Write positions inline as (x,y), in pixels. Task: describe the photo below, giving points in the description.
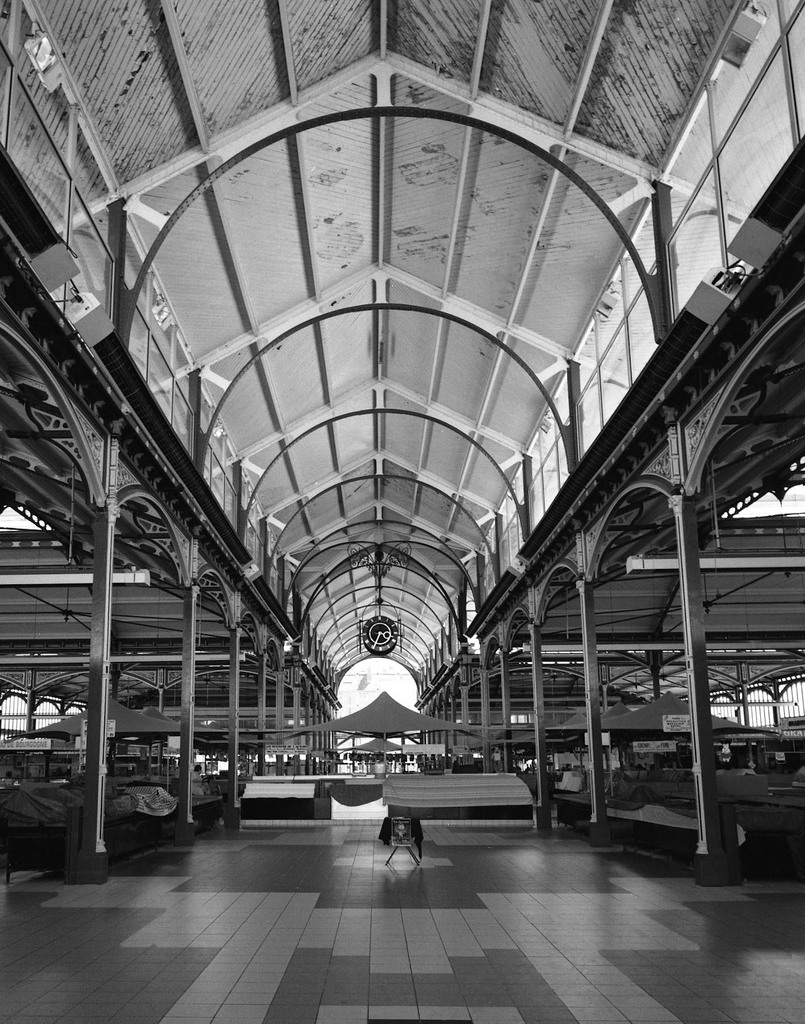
This is a black and white image. In this image we can see an inner view of a building (176,600) containing some pillars (103,753), a photo frame (393,827), metal grills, a clock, some tents (77,720) and a roof (413,300).
